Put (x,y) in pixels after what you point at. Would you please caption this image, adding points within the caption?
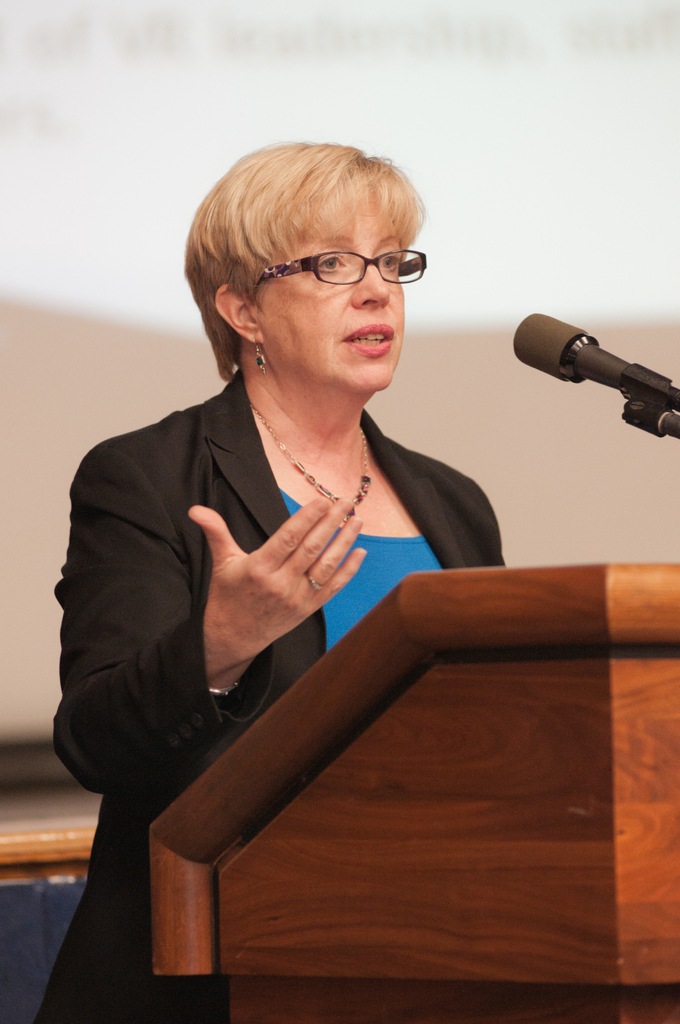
In this image I can see a person (101,496) standing wearing black blazer (181,499), blue color shirt (396,546), in front (415,604) I can see a podium (460,794) and microphone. Background (163,105) is in white color.
